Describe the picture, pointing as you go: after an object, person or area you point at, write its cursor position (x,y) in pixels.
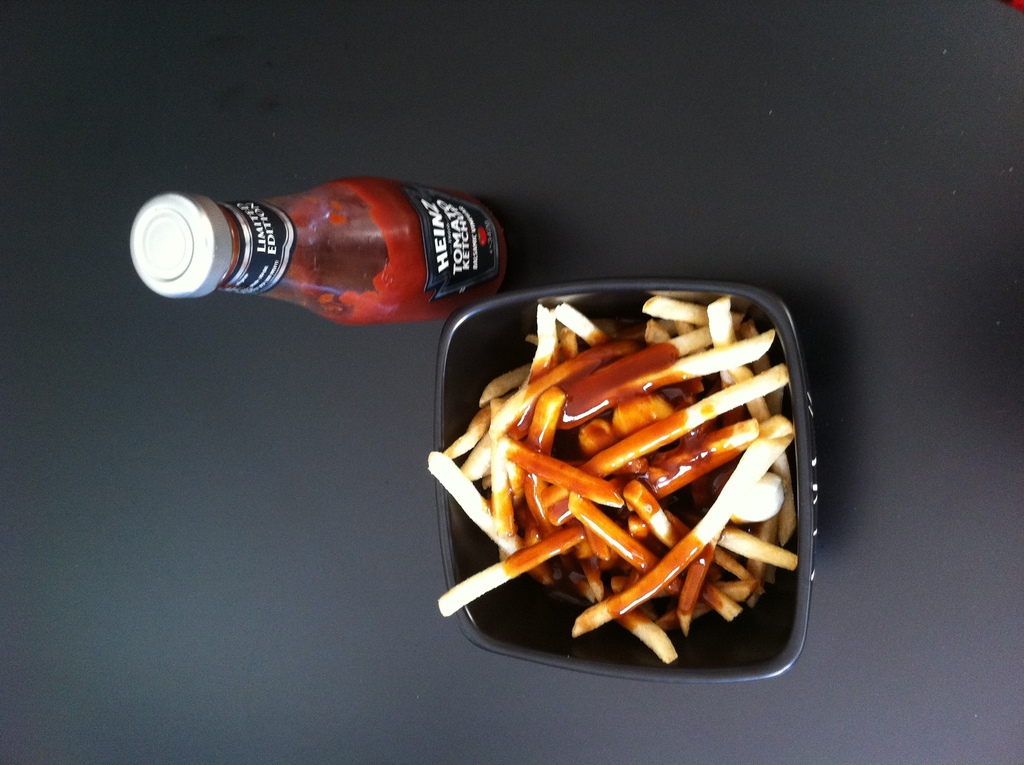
In this picture we can see a bottle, bowl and in this bowl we can see food (668,387) and these all are placed on a platform (358,592).
